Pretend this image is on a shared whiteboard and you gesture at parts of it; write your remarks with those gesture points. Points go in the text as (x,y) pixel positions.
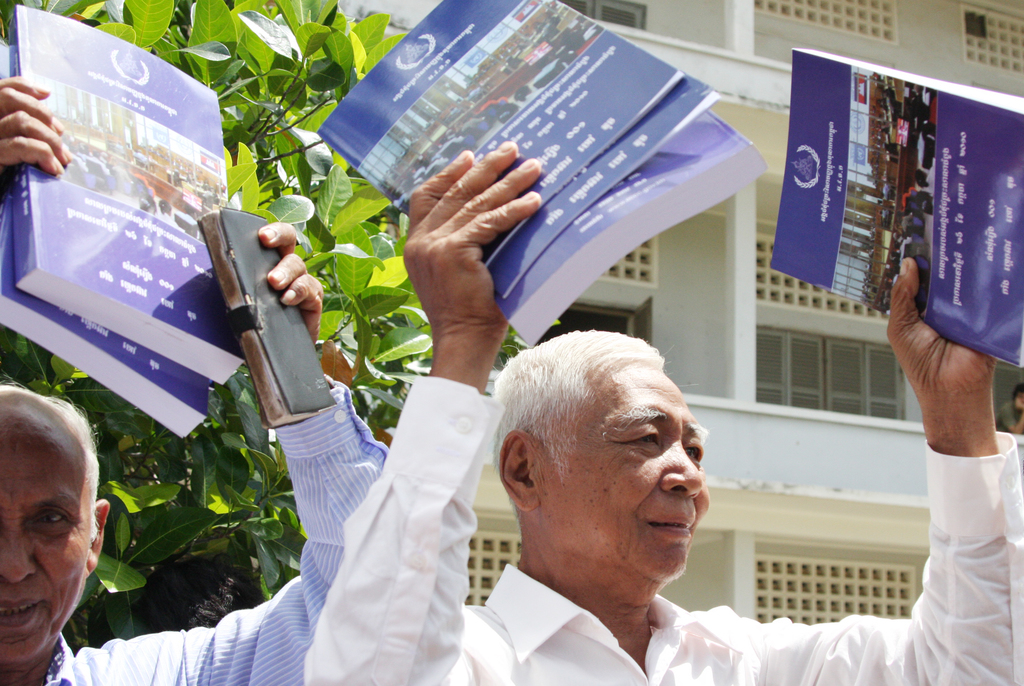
In this image I can see 2 men (338,620) standing, holding books (184,201). There is a tree (238,2) and building (754,383) at the back (791,468).
